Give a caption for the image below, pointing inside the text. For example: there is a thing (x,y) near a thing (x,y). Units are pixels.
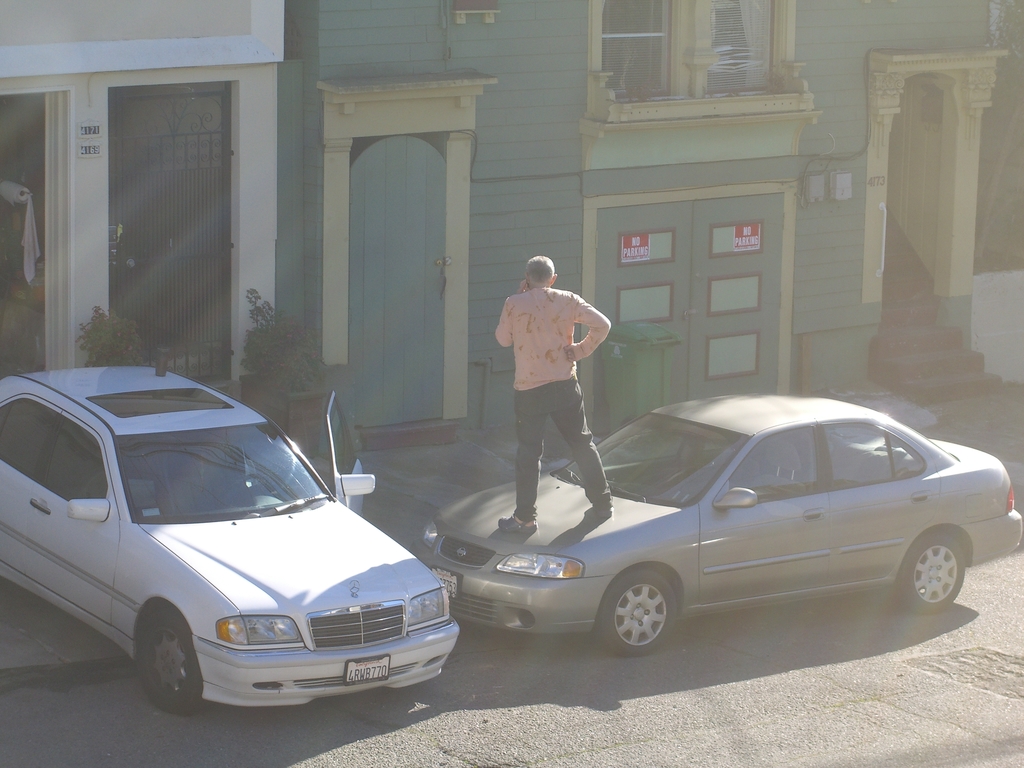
In this image, we can see two cars (559,549) and there is a person (569,382) standing on the car (561,522), we can see homes (558,125).
